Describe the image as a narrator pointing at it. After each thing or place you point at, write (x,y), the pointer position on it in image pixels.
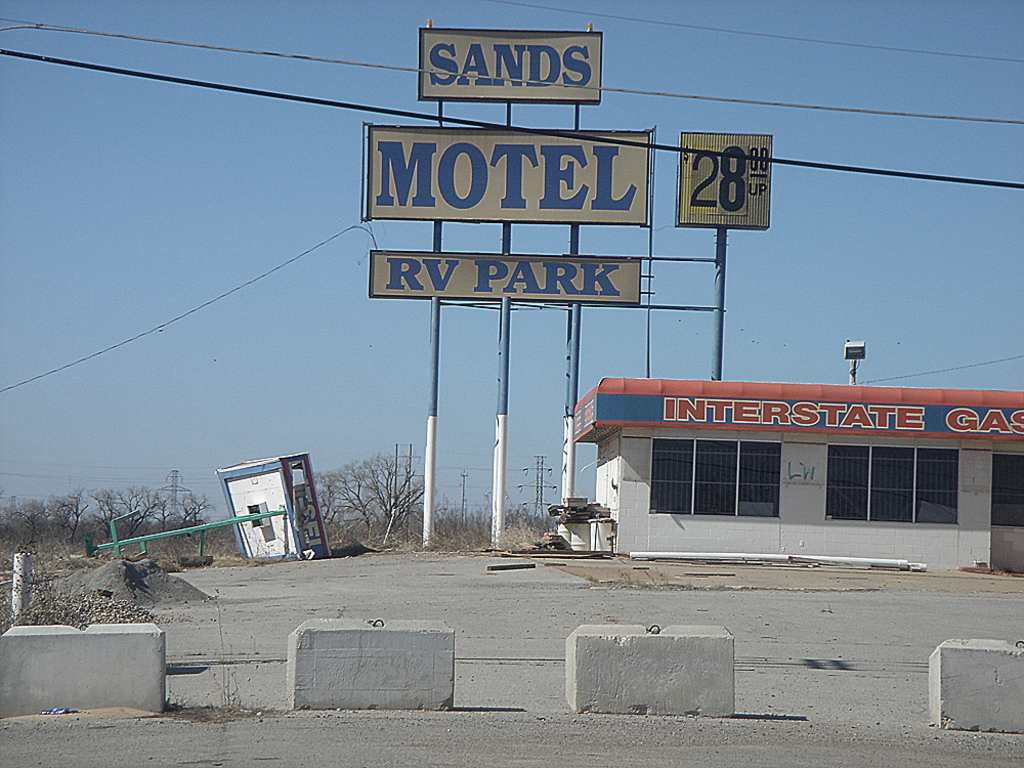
This is an outside view. At the bottom of the image (411,664) I can see few bricks (393,664) on the road (399,737). In the background (815,483) there is a shed (718,485) and few poles (427,525) to which some boards (454,164) are attached. On the left side (59,519) there are some trees (150,515). On the top of the image (185,74) I can see the sky (181,49) and some wires (185,45).
